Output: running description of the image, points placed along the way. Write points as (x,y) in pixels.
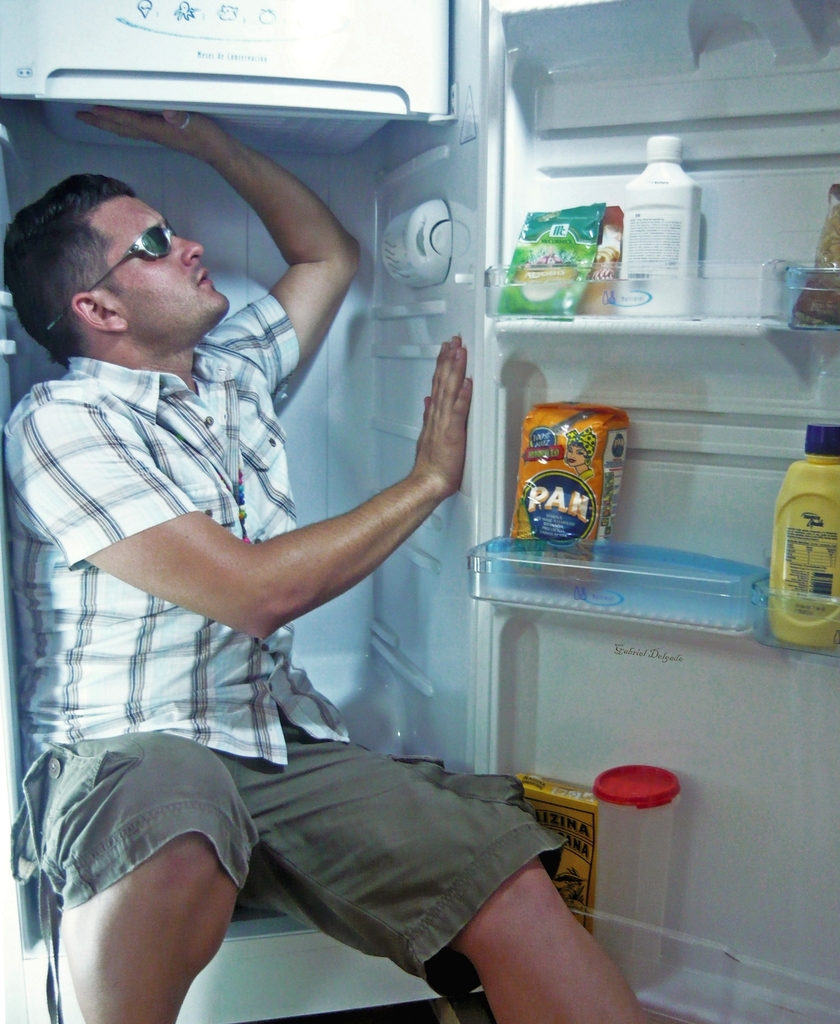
There is a person (127,483) wearing goggles (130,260) is sitting inside the fridge (312,619). On the door (654,478) of the fridge (668,600) there are racks (662,614). On that there are bottles (792,513) and packets (604,500).
